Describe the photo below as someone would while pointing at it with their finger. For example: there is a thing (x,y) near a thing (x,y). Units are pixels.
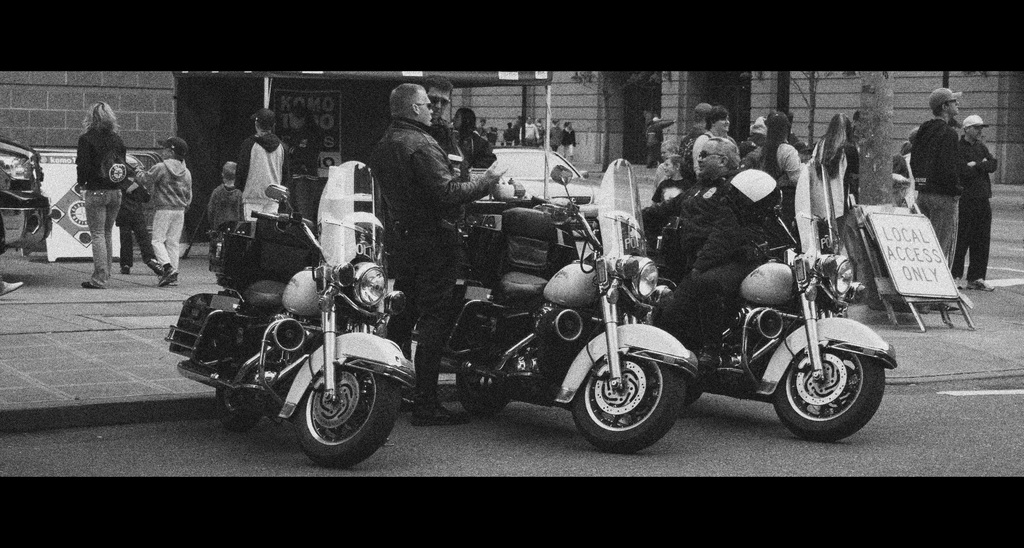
A black and white picture. A banner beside this wall (161,88). These persons (455,267) are standing in-front of this motorbikes (529,322). Beside this tree (875,141) there is a board (899,246). Far these persons (567,137) are standing.
